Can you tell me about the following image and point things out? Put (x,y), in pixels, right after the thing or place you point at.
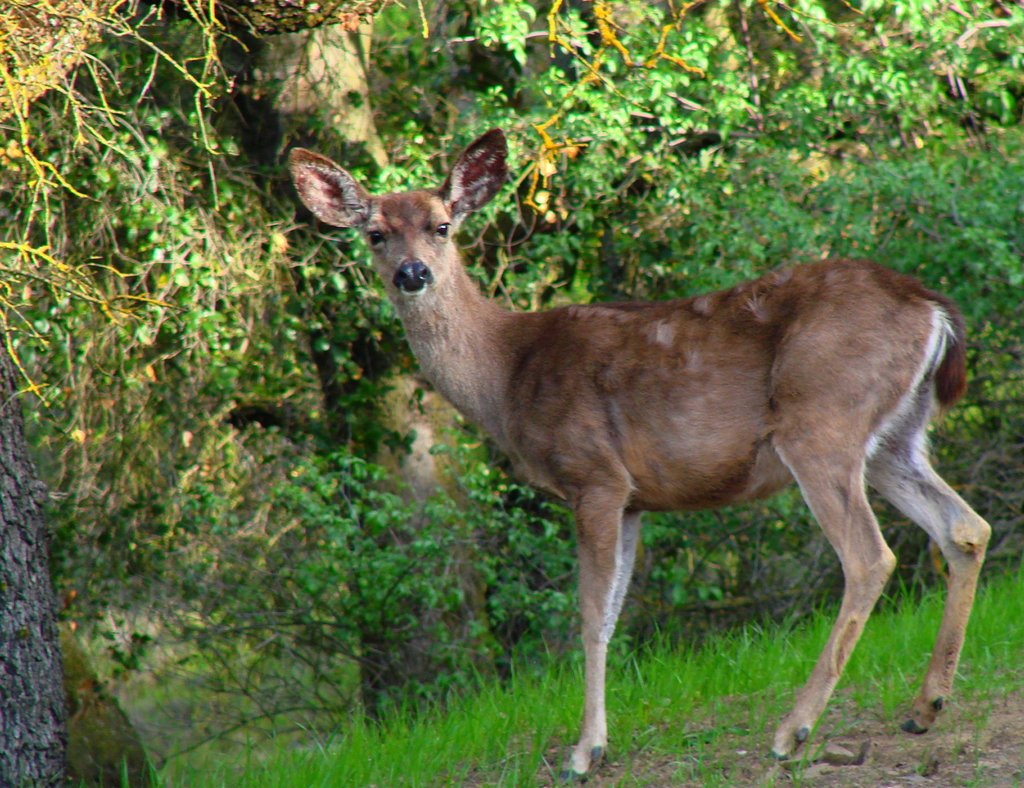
In the image there is a deer (597,362) and behind the deer (613,549) there is grass (778,635) and plants (447,28). On the left side (12,528) there is a tree (10,719).
